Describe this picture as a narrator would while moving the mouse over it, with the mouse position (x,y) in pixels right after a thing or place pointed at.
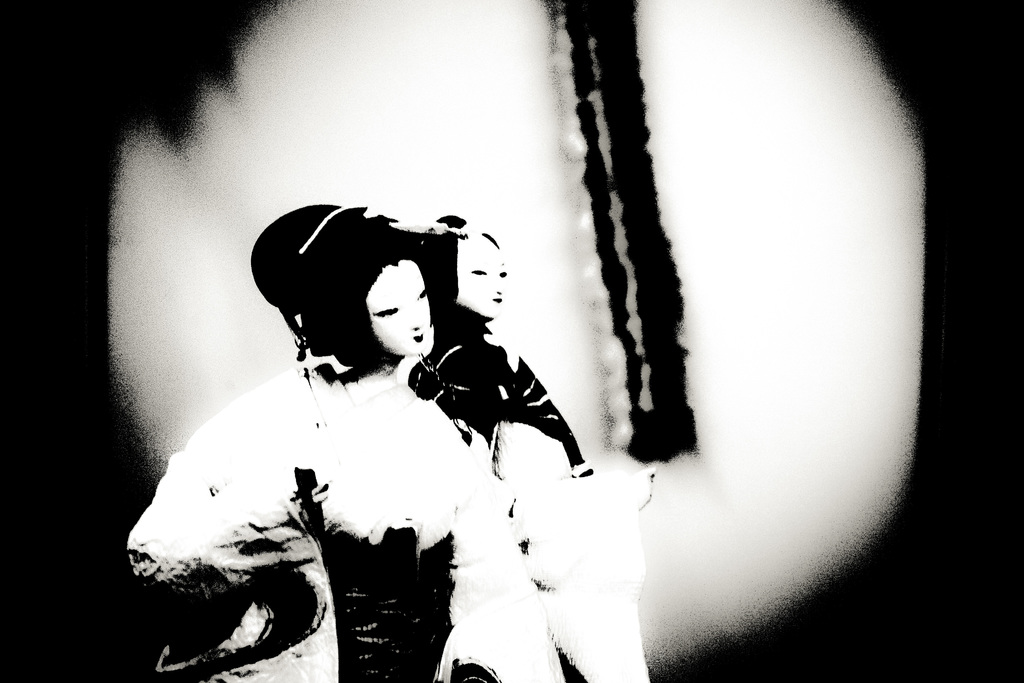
Here this picture looks like an edited image and in the middle of it we can see two dolls (315,329) one carrying the other and both of them are having painted faces (411,317) on them over there.
